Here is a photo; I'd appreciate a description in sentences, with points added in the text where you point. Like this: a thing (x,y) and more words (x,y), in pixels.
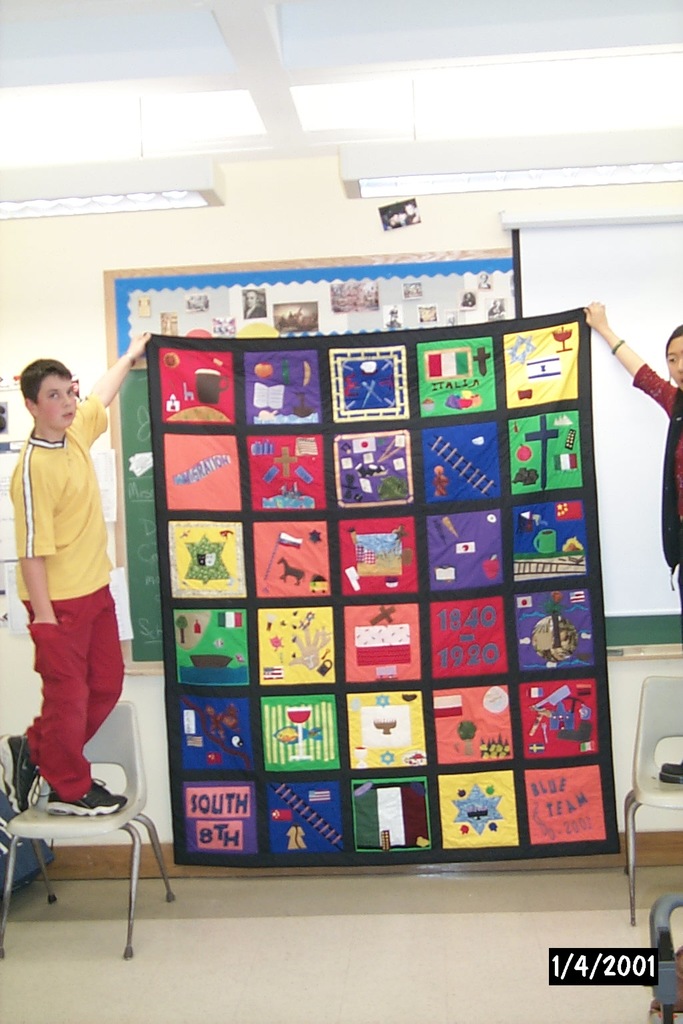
This is a picture from a classroom (115,607). In the center of the picture (368,426) there is a mat (193,601). On the left (39,448) there is a boy (39,597) standing on chair (128,816) and holding the mat (162,351). On the right (668,461) there is a girl (682,546) standing on chair (644,781) and holding mat (582,329). In the background (295,257) there is a wall (301,249) on the background (327,298) there is a chart (271,292) and a screen (594,246). On the top (126,88) there is ceiling (119,124) to the ceiling (316,150) there are lights (108,171).
